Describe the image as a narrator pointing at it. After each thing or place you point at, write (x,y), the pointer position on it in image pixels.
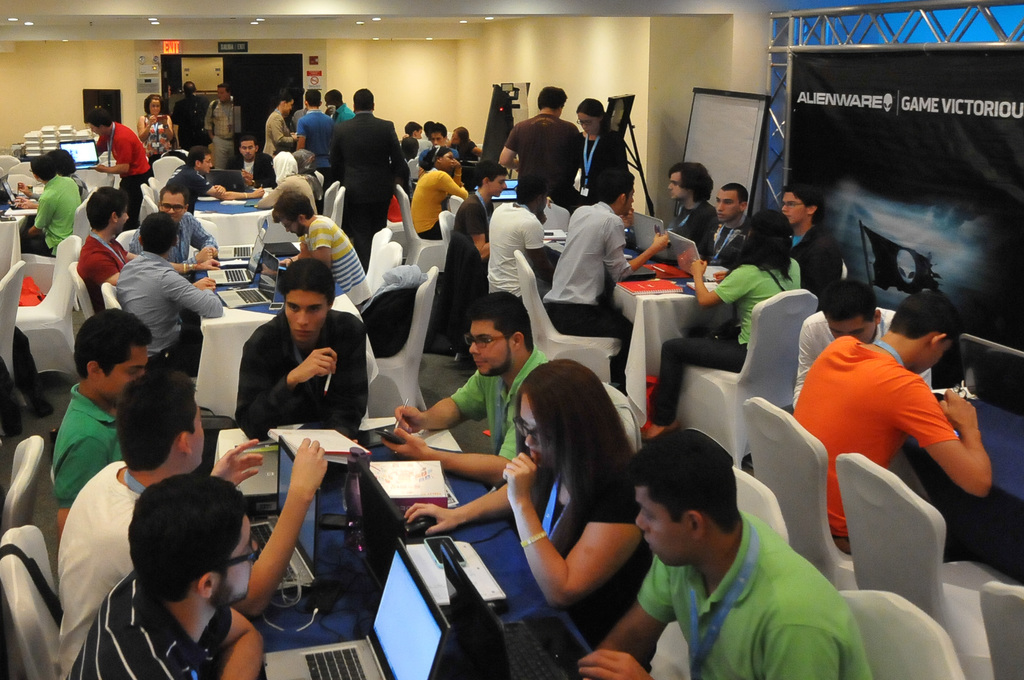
In this image we can see few people (332,252) are sitting in a chair (378,259) and using their laptops (242,296) which is placed on the table (235,321). On the right side of the image (862,147) there is a banner (845,120).
